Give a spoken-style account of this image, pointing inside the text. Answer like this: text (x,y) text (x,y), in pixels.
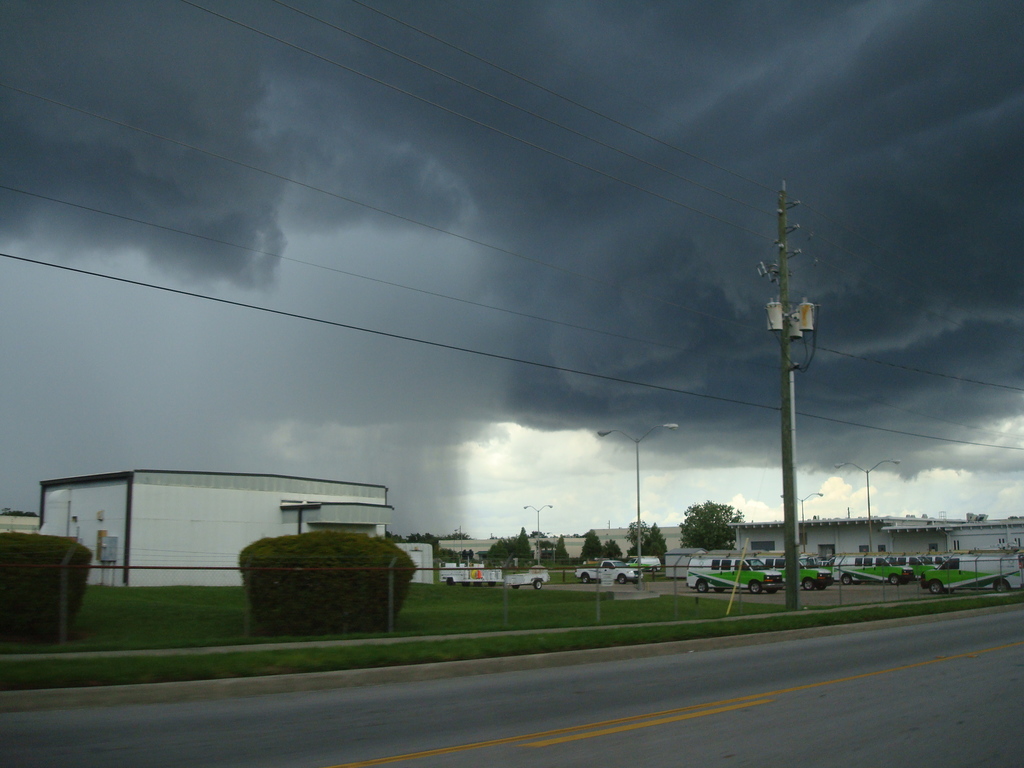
In this image we can see the road (580,666), current pole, wires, fence (46,614), shrubs (331,593), grass (517,618), vehicles (929,579) parked here, light poles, houses (960,542), trees (517,545) and the cloudy sky (568,449) in the background (568,449).
